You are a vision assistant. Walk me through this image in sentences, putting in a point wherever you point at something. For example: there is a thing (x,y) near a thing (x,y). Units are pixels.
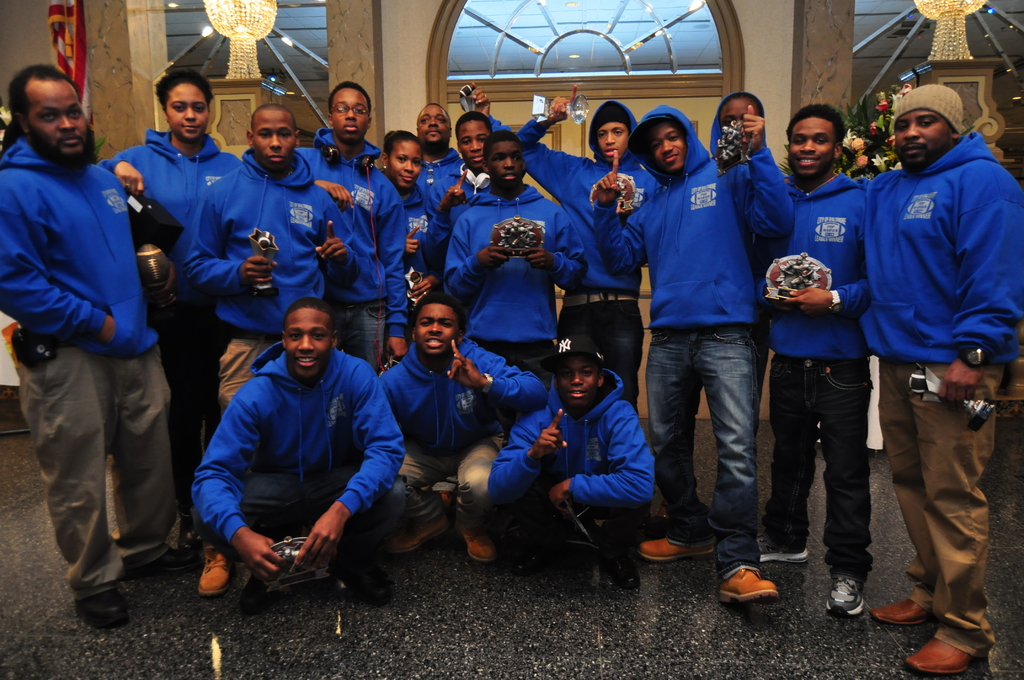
In this image we can see these people (696,157) wearing blue color sweaters (521,211) are holding some objects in their hands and standing on the floor (564,587). In the background (225,3), we can see the flag (57,52), chandeliers (267,20), flower bouquet (878,93) and the wall (39,60).
